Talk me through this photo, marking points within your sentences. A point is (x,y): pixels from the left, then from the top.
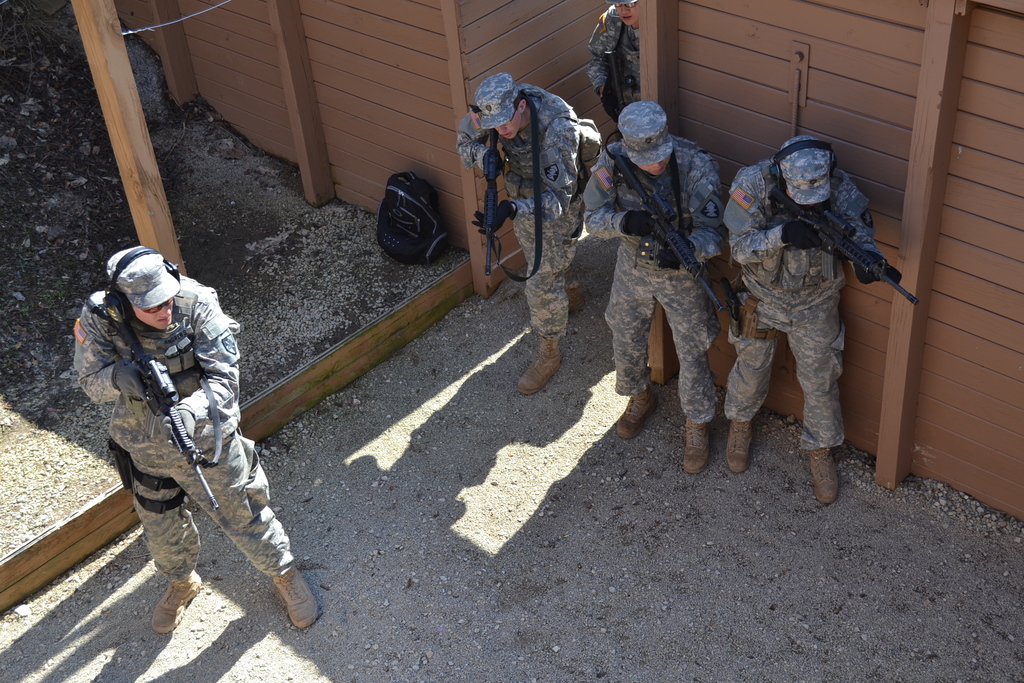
In this image we can see some people (545,343) standing on the land (451,464) holding the guns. We can also see a bag (413,189) on the land (362,269) and a wooden wall (365,83).
